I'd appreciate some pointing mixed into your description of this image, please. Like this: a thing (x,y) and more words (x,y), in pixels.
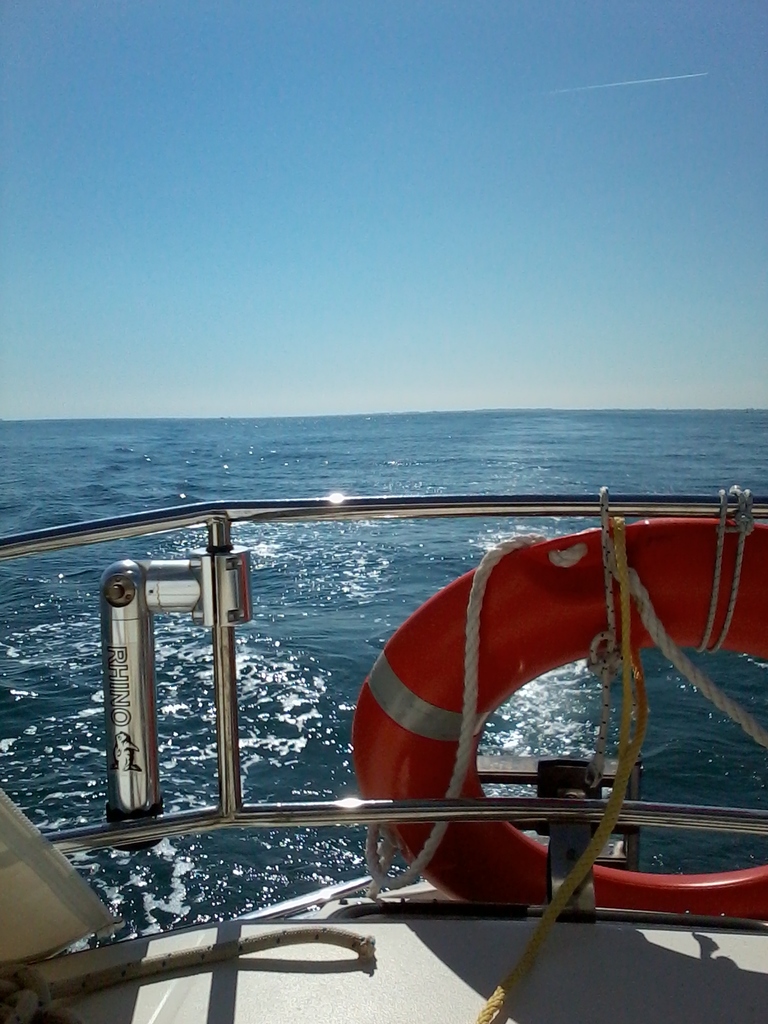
In the picture we can see from the boat (142,818) a railing (399,515) and a tube (456,704) is tied to it with rope (620,531), the tube (633,898) is orange in color and in the background (370,544) we can see the water (349,594) which is blue in color and a sky (421,381).
